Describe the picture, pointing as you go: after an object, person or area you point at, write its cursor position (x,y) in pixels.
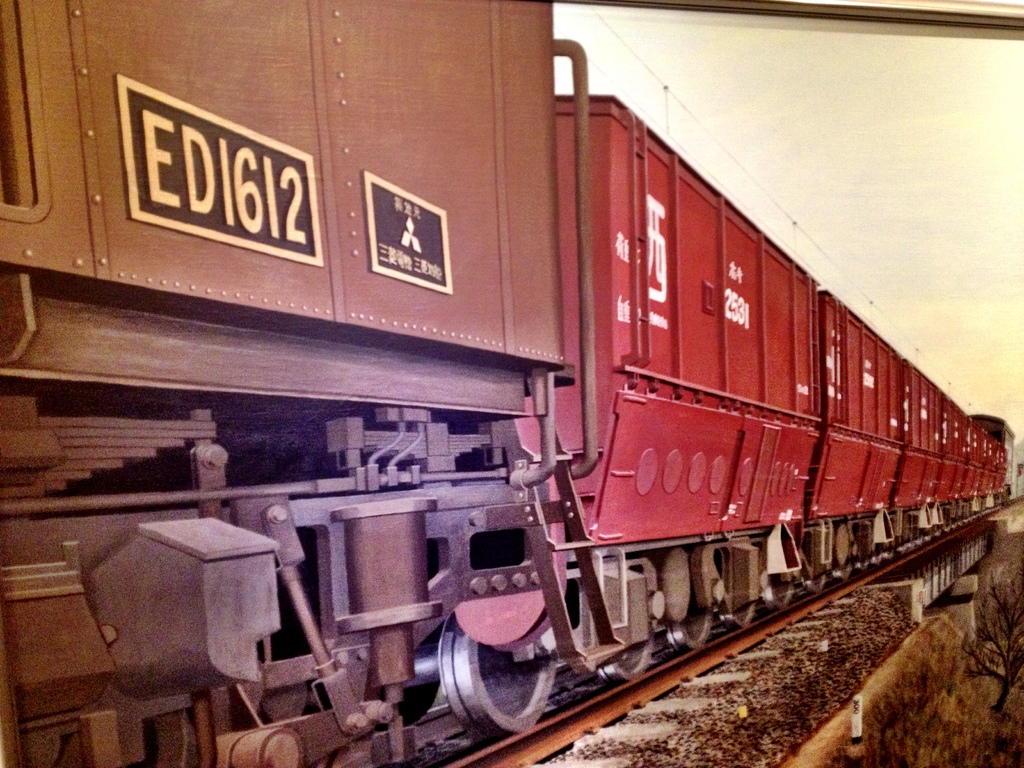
In this picture we can see a train (628,626) on the track (776,619).
